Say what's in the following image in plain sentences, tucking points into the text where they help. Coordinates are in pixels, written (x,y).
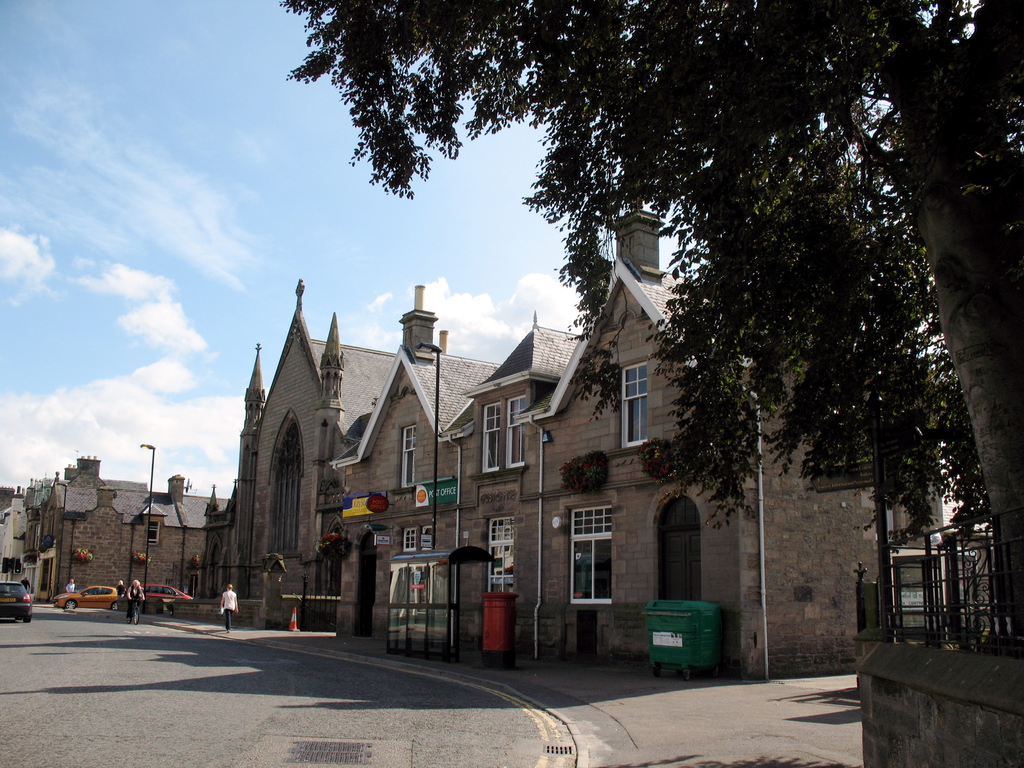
In this picture I can observe a road (74,623). There are some cars (72,603) moving on the road (81,715). On the right side (683,510) there are buildings (497,510) and trees (760,217). In the background (154,228) I can observe some clouds (111,431) and sky (216,172).
